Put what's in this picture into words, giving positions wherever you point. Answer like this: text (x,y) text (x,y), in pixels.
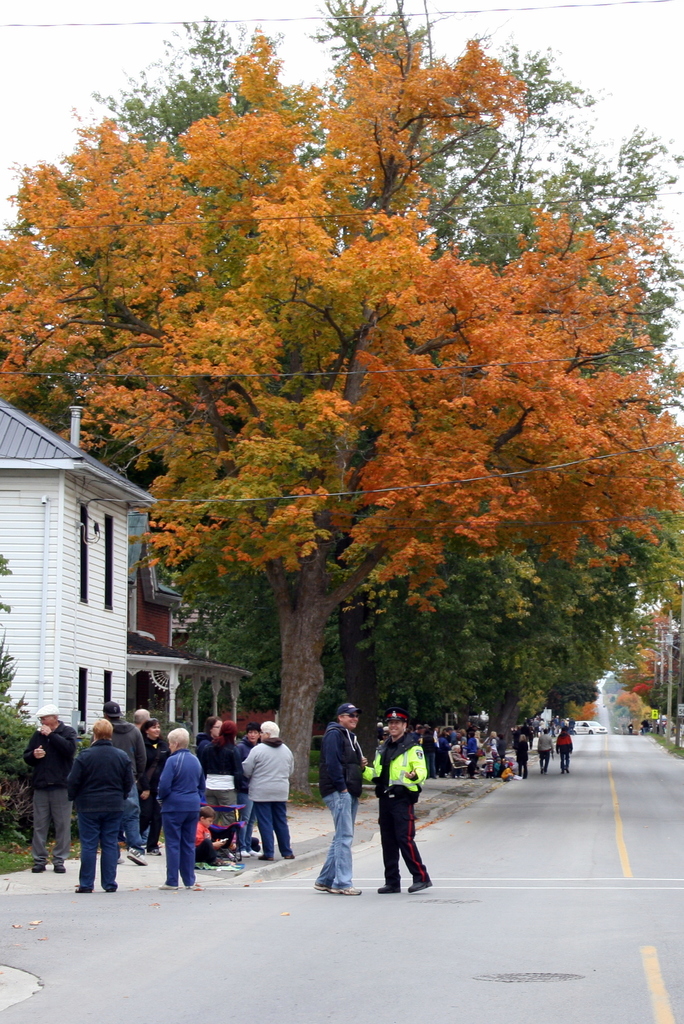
In this image in the center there are persons (171,751) standing and sitting. In the background (244,530) there are trees (490,673). On the left side (119,665) there are buildings (60,676) and in the background (519,748) there are persons (511,762) and on the right side (670,668) there are poles (662,666).
